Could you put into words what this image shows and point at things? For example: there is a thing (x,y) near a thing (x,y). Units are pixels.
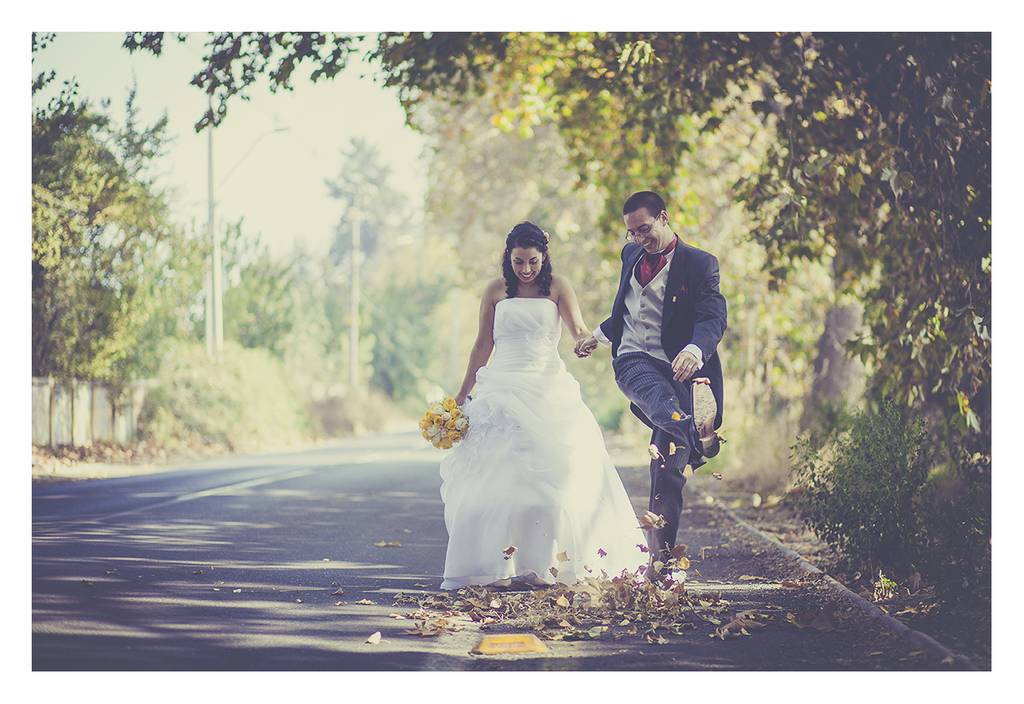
In this image I can see two people (528,528) with different color dresses (561,489). I can see these people (600,496) are standing on the road (418,463) and one person (590,527) holding the bouquet (438,440). In the background (214,350) I can see the poles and the sky (313,144).
